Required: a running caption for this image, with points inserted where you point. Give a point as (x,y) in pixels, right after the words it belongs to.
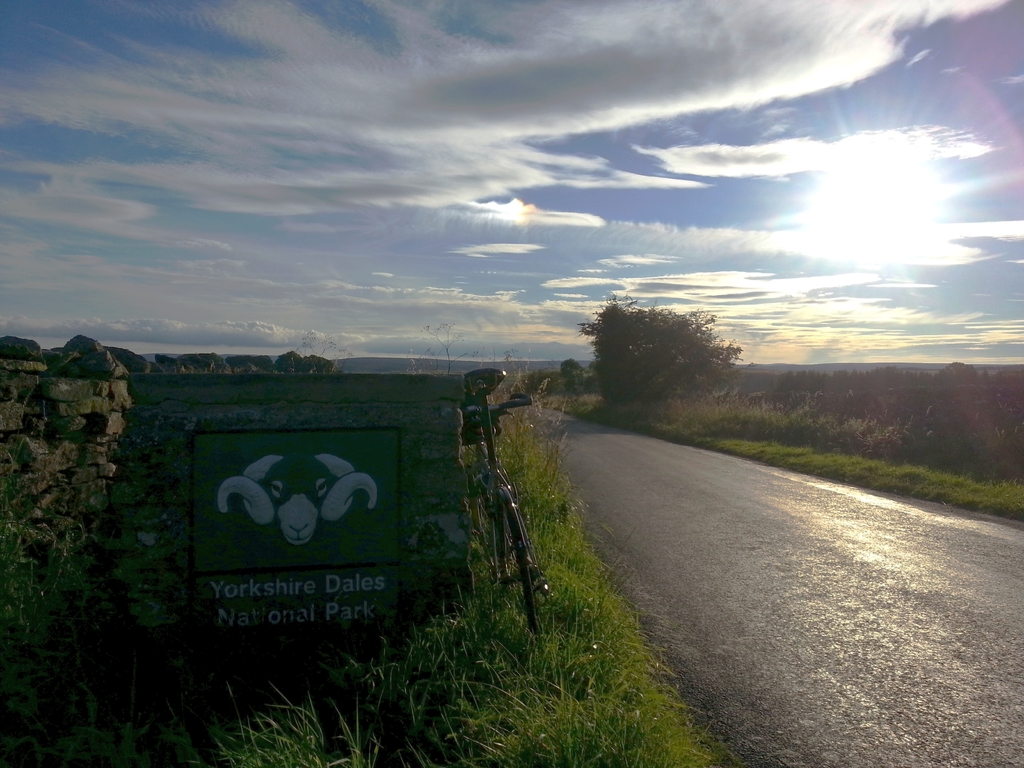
In this image there is a road (708,551) on the right side (790,552). Beside the road (588,490) there is a cycle (518,530). At the top (566,187) there is the sky (536,205). There are trees (630,344) on either side of the road (733,531). On the left side (261,533) there is a board (207,546). Beside the board (235,460) there is a rock (51,460).
